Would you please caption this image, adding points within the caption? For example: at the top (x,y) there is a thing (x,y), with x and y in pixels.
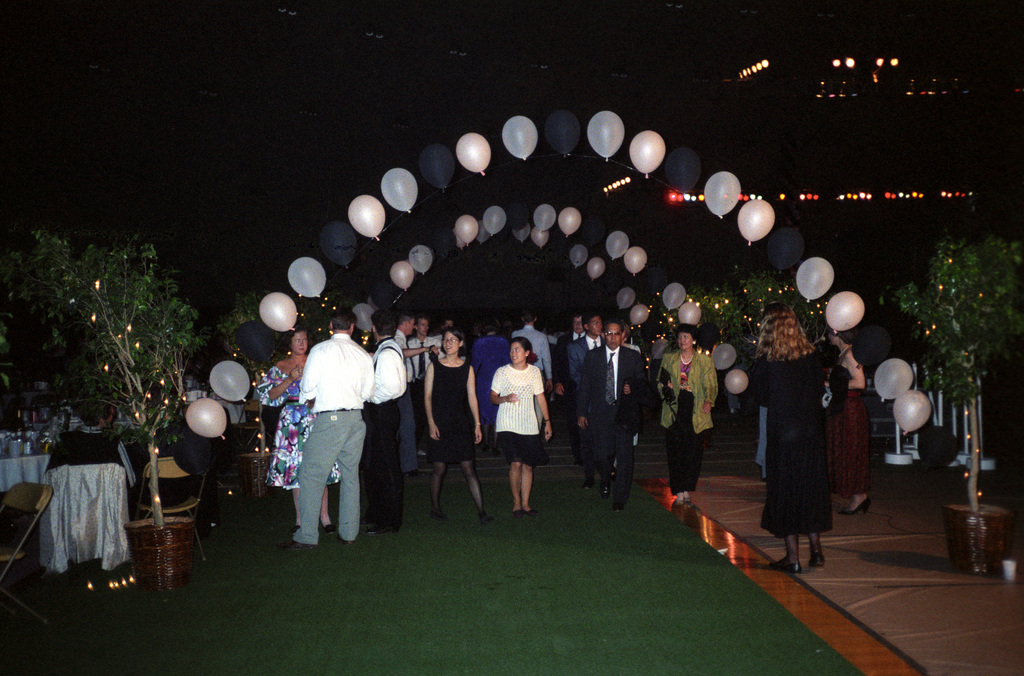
In this image we can see there are a few people (472,438) standing on the surface (457,507) of the carpet (426,534), above them there is an arch (216,370) with balloons (397,280). On the right (996,333) and left side of the image (100,349) there are trees (961,333). On the left side (38,455) there are few tables (29,460) and chairs (20,490) are arranged. In the background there are few colorful lights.
